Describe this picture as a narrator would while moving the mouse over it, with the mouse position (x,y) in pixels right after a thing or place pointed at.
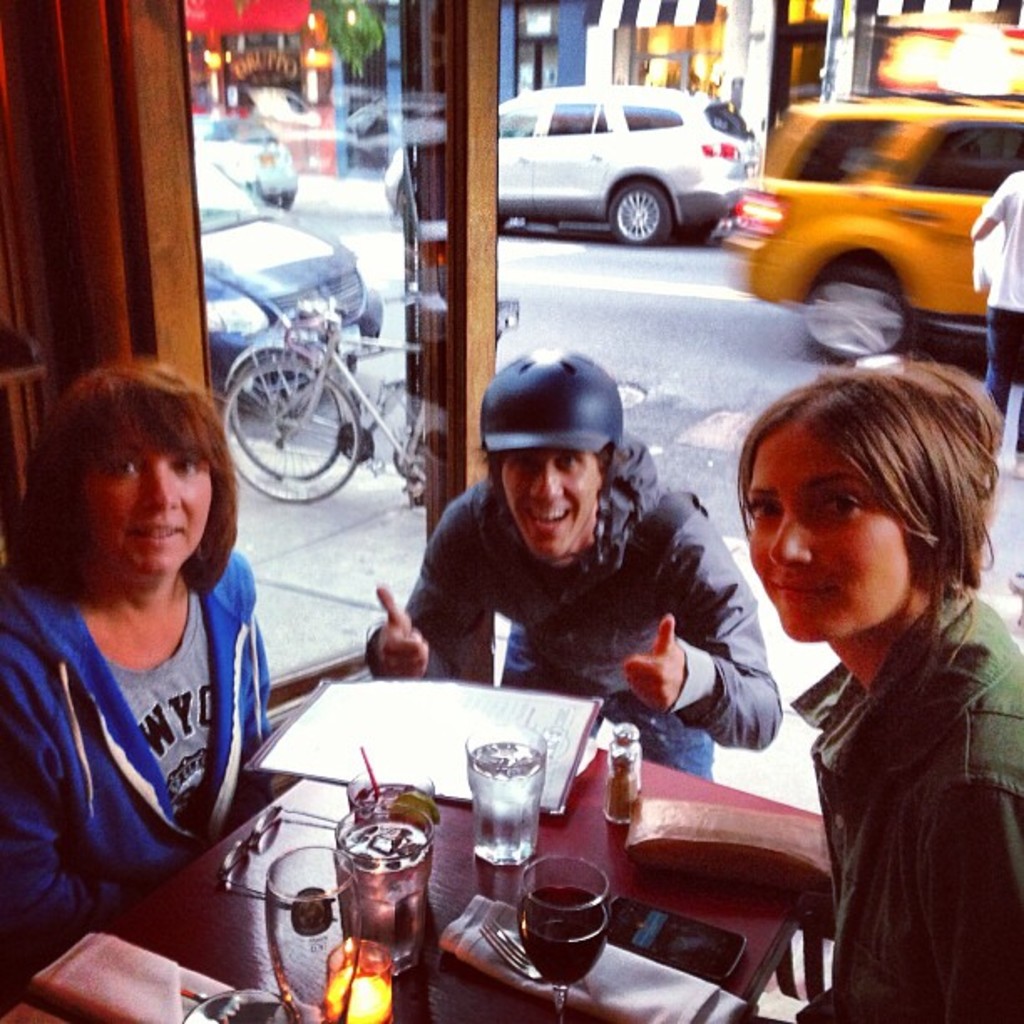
In this image there are three persons (628,563) two of them sitting on chairs (784,974), in the middle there is a table (187,965), on that table (198,939) there are glasses (528,790), wallets (672,848) and papers (280,746), in the background (320,284) there is a glass wall (233,15) through that wall (380,367), there are cars (809,216) on road (652,389) and shops (747,47) are visible.
